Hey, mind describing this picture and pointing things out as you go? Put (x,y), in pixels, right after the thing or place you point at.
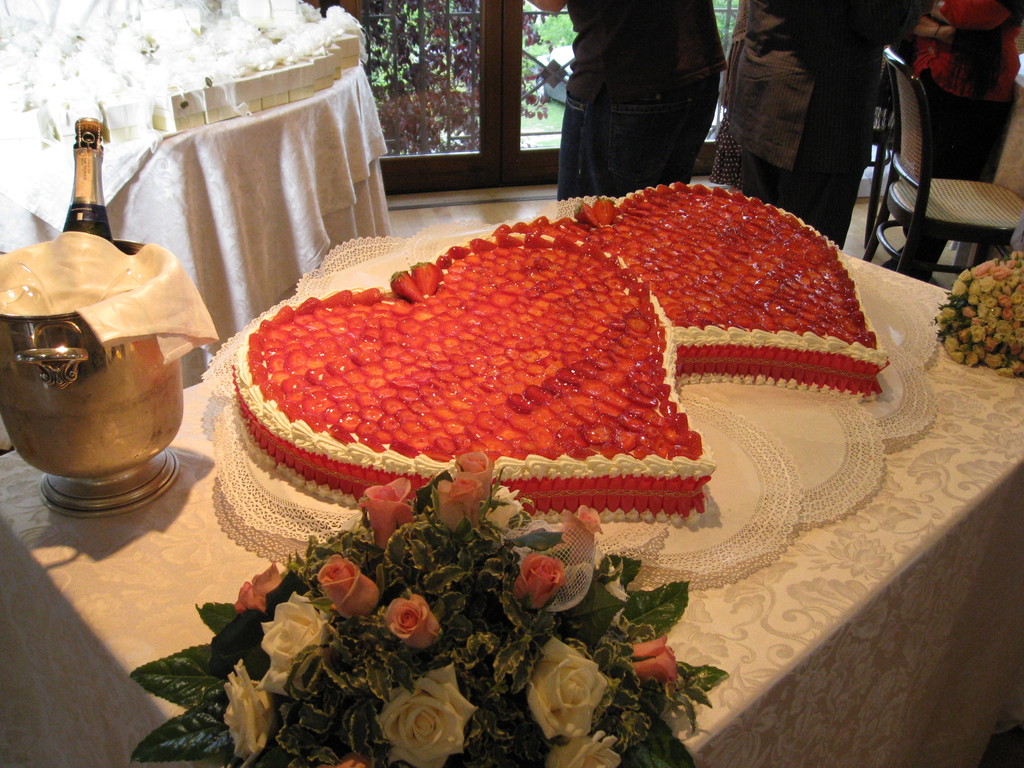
As we can see in the image, there is a table (193,579). On table (116,591) there is strawberry cake (587,336) with heart shape and there is a bouquet (487,576) over here. On the left side (102,230) there is a bottle (97,131) and on the right side (934,236) there are some people (698,127) standing and a chair (912,162).
